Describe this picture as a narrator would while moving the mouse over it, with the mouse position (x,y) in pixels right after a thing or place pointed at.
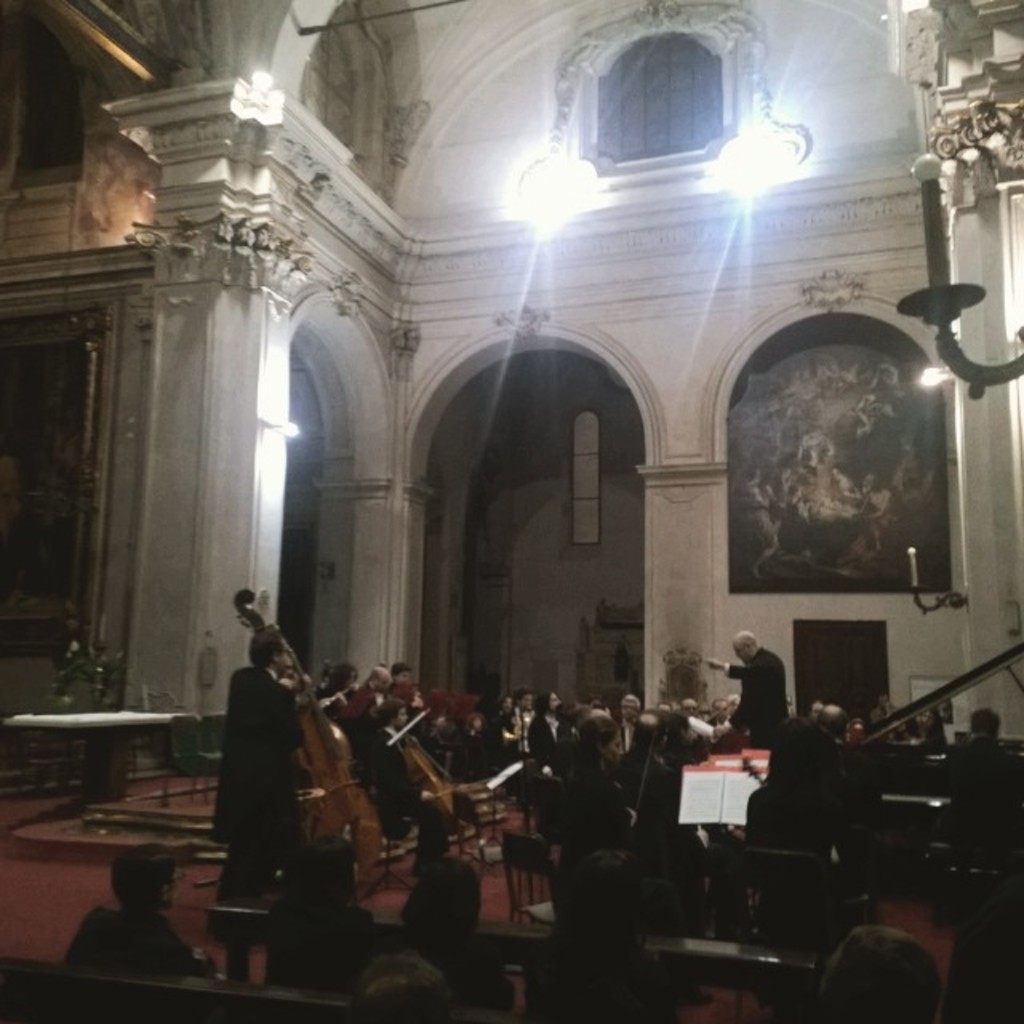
In this image I can see inside view of a building (461,633) and I can also see number of people (409,710). I can see few people (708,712) are standing and rest all are sitting. I can also see most of them are holding musical instruments (415,754). In the background (904,359) I can see a painting (937,543) and a candle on the wall (946,639). On the top side of the image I can see few lights (261,87) on the walls (589,341). On the right side of the image (731,765) I can see a book like thing (744,780) and few other stuffs (717,765). On the left side of the image (39,505) I can see a table (24,719), a frame (63,311) on the wall (117,548) and on the table (107,723) I can see few things (84,688).
